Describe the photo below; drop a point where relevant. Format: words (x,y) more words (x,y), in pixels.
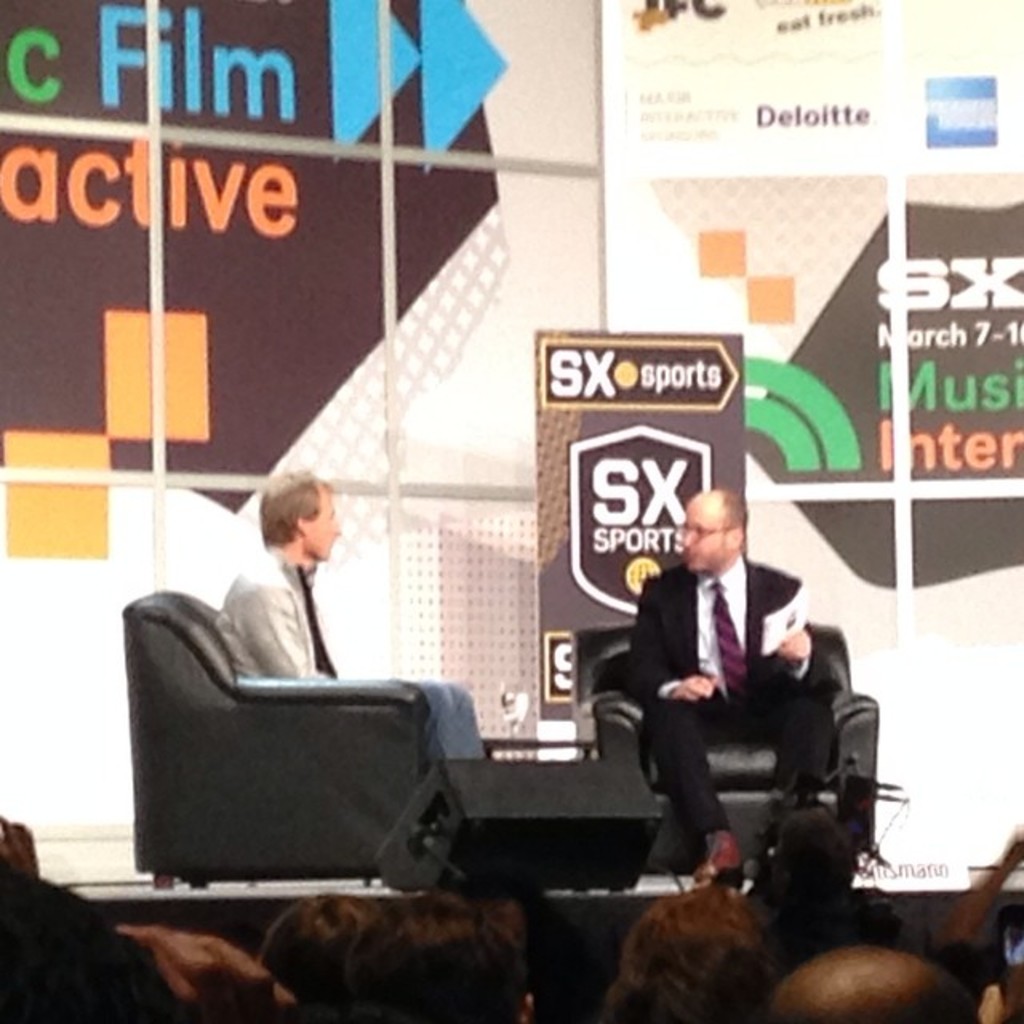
In this picture we can see man (647,603) wore blazer (686,601), tie (723,590) holding paper (799,607) in his hand (801,643) sitting on chair (624,694) and beside him person (296,589) is also sitting on chair (384,694) and in the background (329,369) we can see banner (480,267), wall (341,204) and in front of them we can see a crowd of people (449,950).
